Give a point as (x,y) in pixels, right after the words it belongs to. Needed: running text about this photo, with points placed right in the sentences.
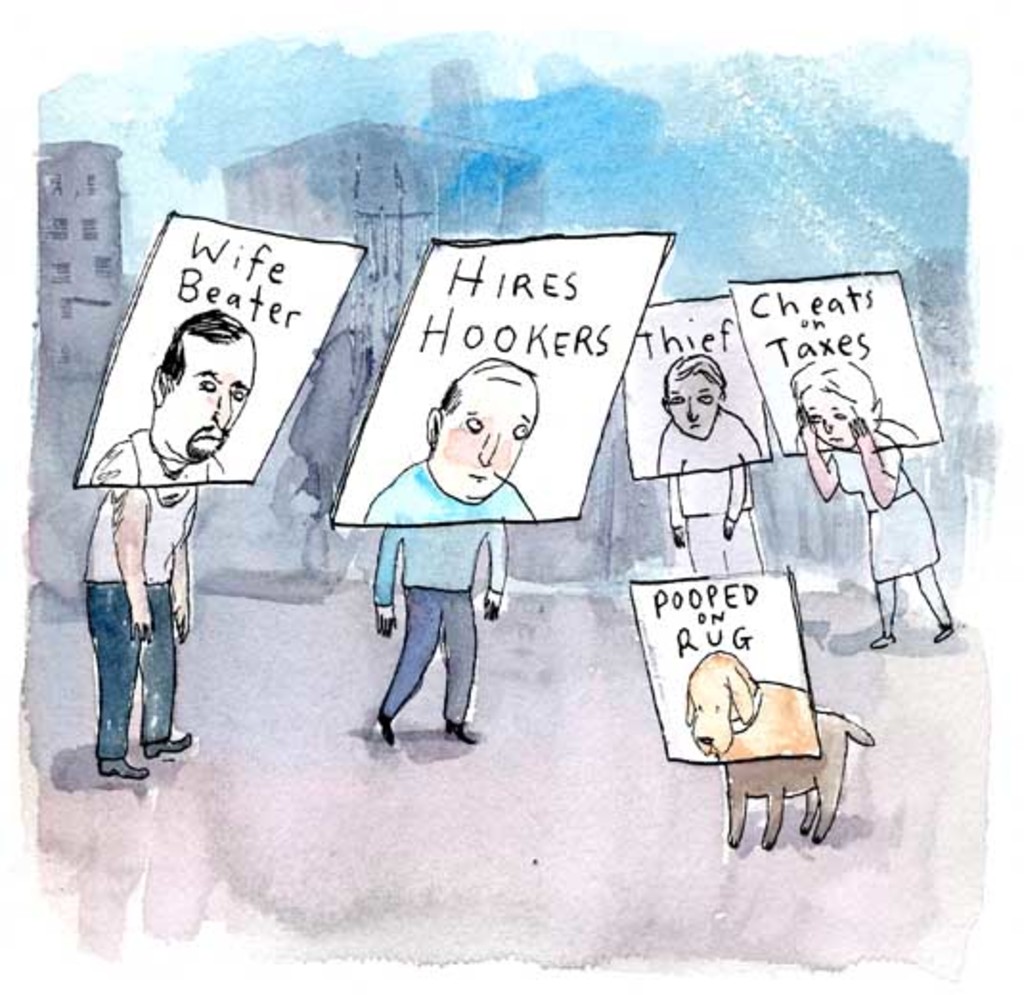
This is a painting. In this image there is a painting of a group of people (473,642) and holding the boards (863,285) and there is a text (435,330) on the boards (483,358) and there is a dog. At the back (372,196) there are buildings (845,551). At the top (465,44) there is sky (485,53).
